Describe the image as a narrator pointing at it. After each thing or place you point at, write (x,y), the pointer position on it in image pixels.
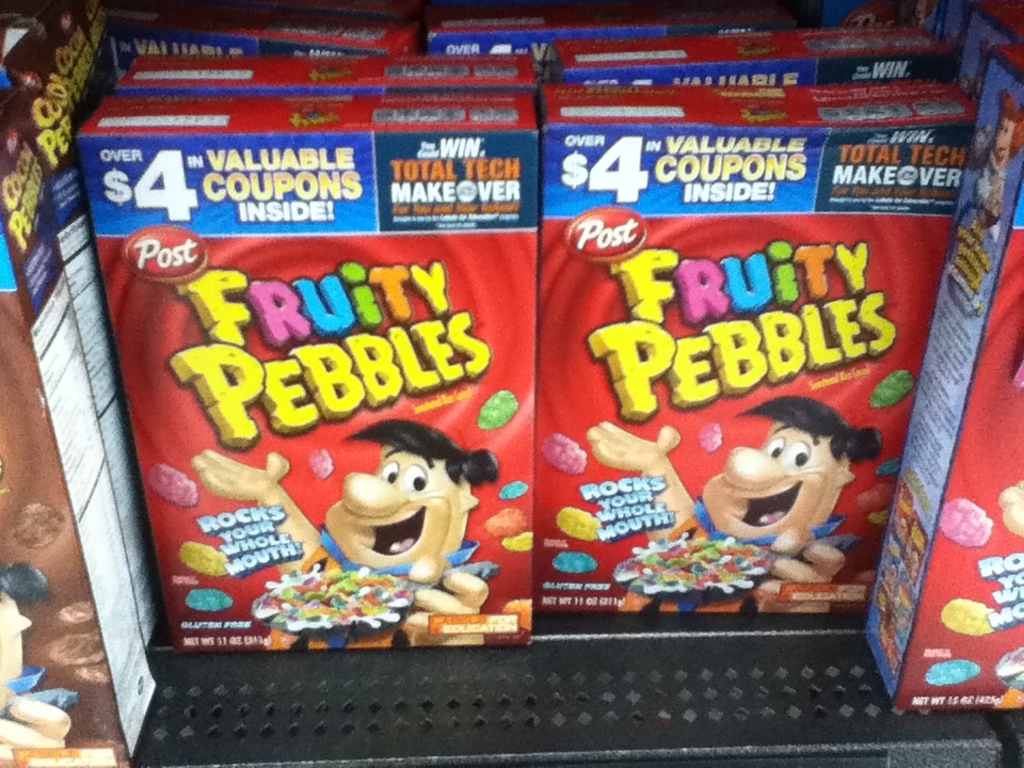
In this image I can see few boxes (313,427) are placed on a metal surface (518,739). On the boxes (282,441) I can see the cartoon images (411,492) and text (239,331).
